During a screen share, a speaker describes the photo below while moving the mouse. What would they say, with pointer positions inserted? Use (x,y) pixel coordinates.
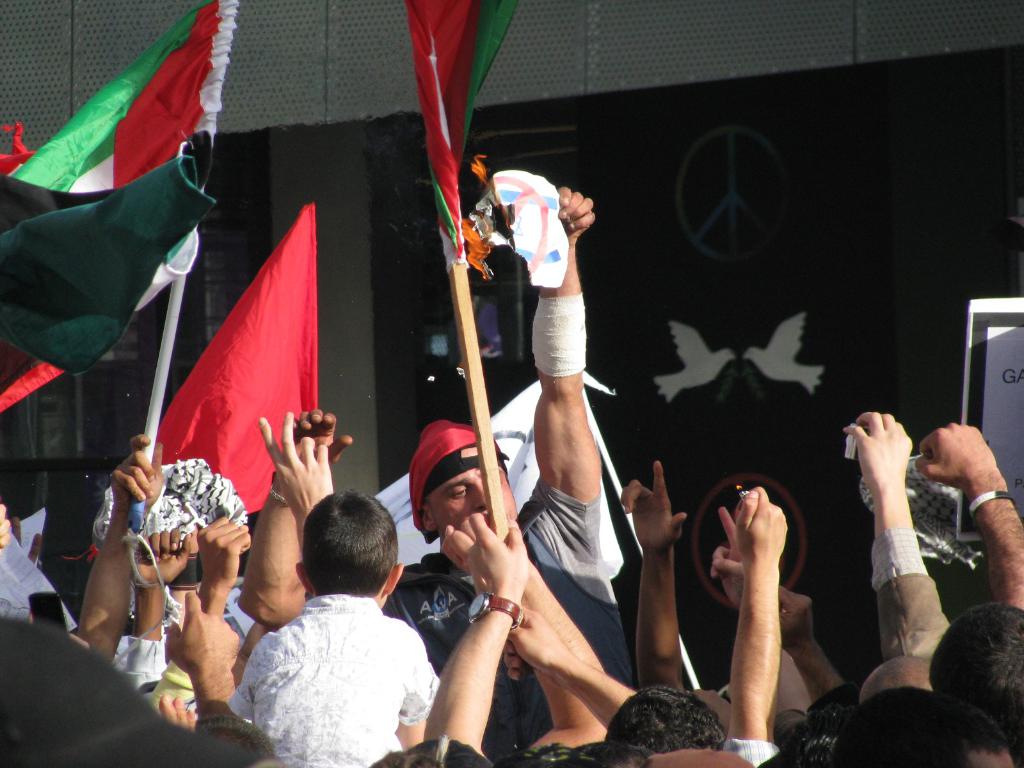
In this image we can see persons (344,606) standing and holding flags (494,510) in their hands (504,538). In the background (420,359) we can see walls (391,177) and pillar (324,302).
